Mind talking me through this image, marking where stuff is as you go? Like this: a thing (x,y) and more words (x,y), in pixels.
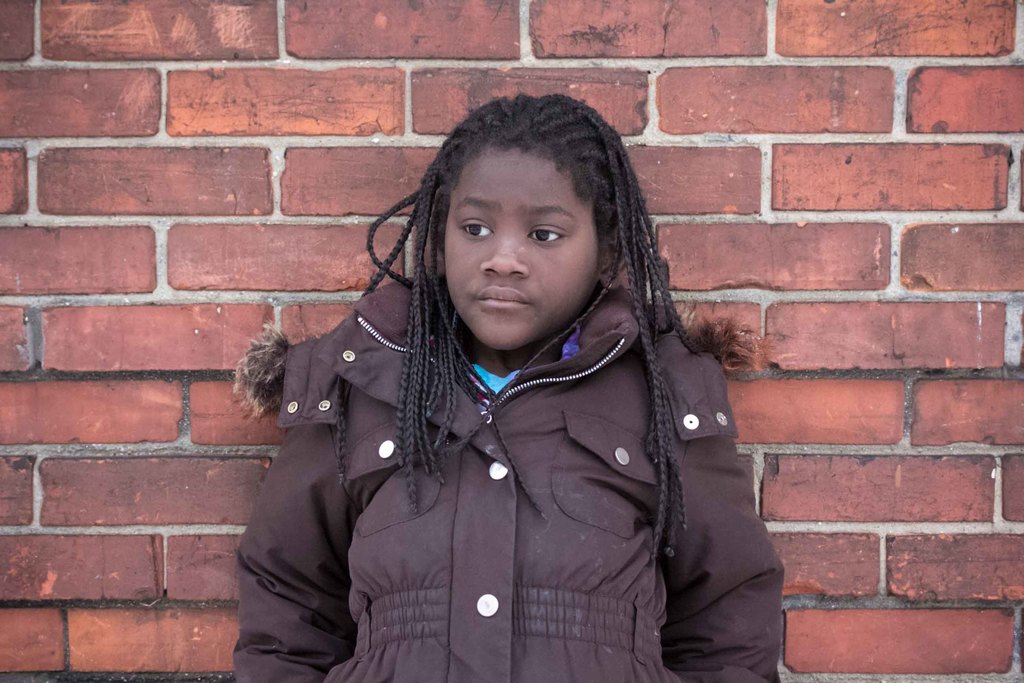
In this image there is a person (518,338) standing, behind him there is a wall (863,410).
